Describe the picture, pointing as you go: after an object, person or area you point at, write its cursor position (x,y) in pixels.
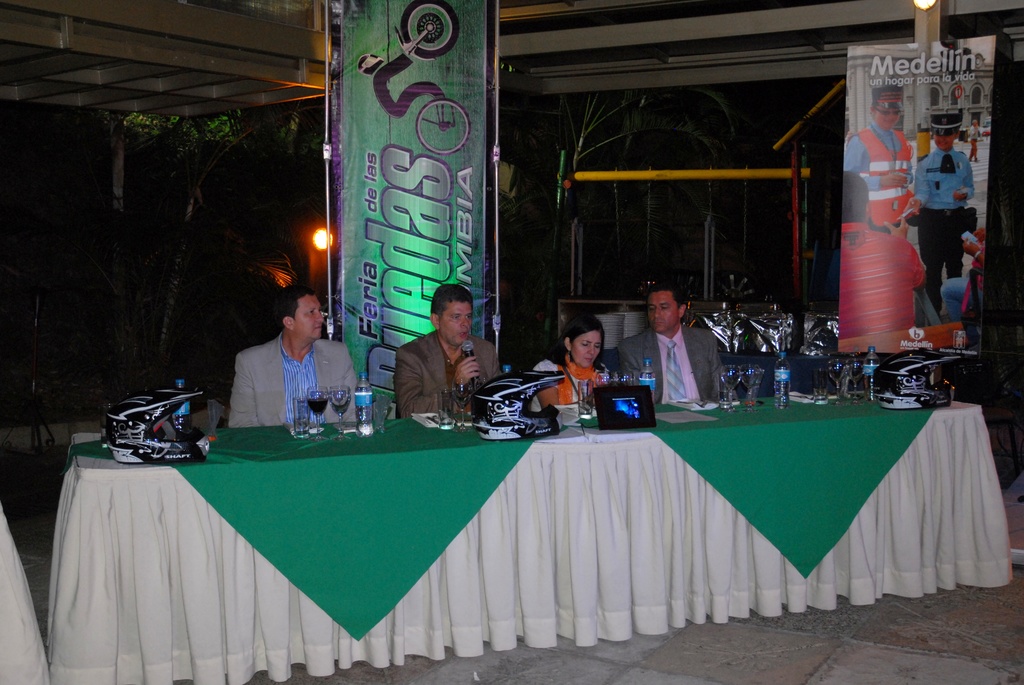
This picture is clicked inside. In the foreground (296,523) there is a table (536,502) on the top of which we can see the helmets (889,388), water bottles (871,382), glasses of water (723,388), glass of drink (322,406) and some other items (716,403) are placed and we can see the group of persons (451,359) sitting on the chairs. In the background (538,31) we can see the metal rods (800,237), roof (253,104), light (315,244), trees (299,120), banners (880,112) on which we can see the text (422,236) and some pictures (925,142) and there are some other items (32,432) in the background (514,333).
